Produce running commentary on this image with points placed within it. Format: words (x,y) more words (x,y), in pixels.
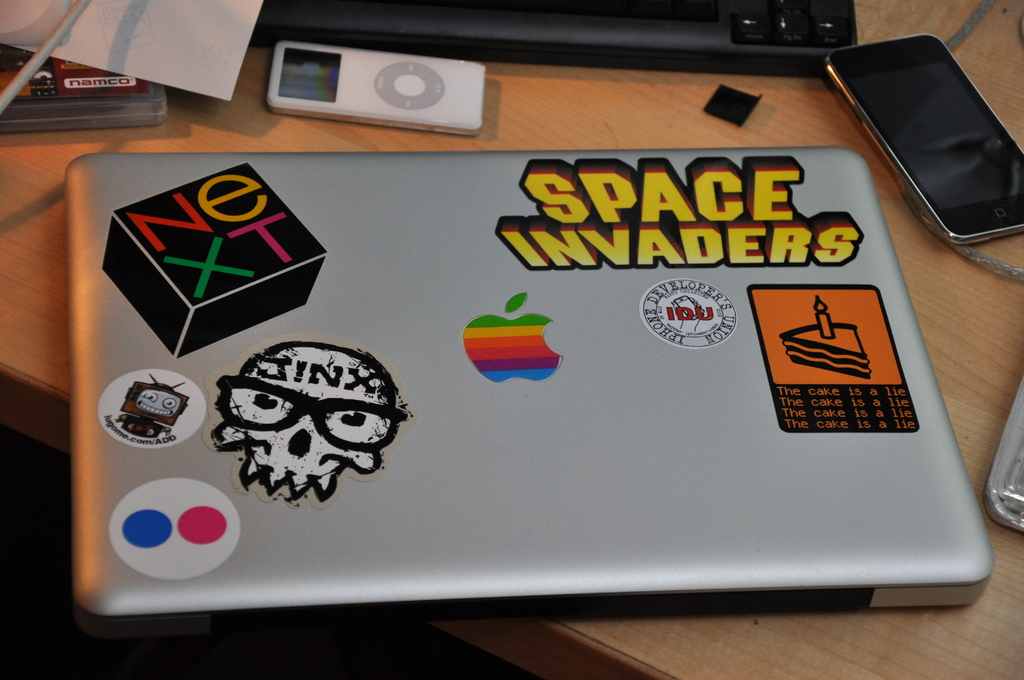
In this image I see a laptop (814,167) on which there are many stickers (487,340), a phone (925,44), keyboard (278,22), a I pod (298,47) and many other things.
